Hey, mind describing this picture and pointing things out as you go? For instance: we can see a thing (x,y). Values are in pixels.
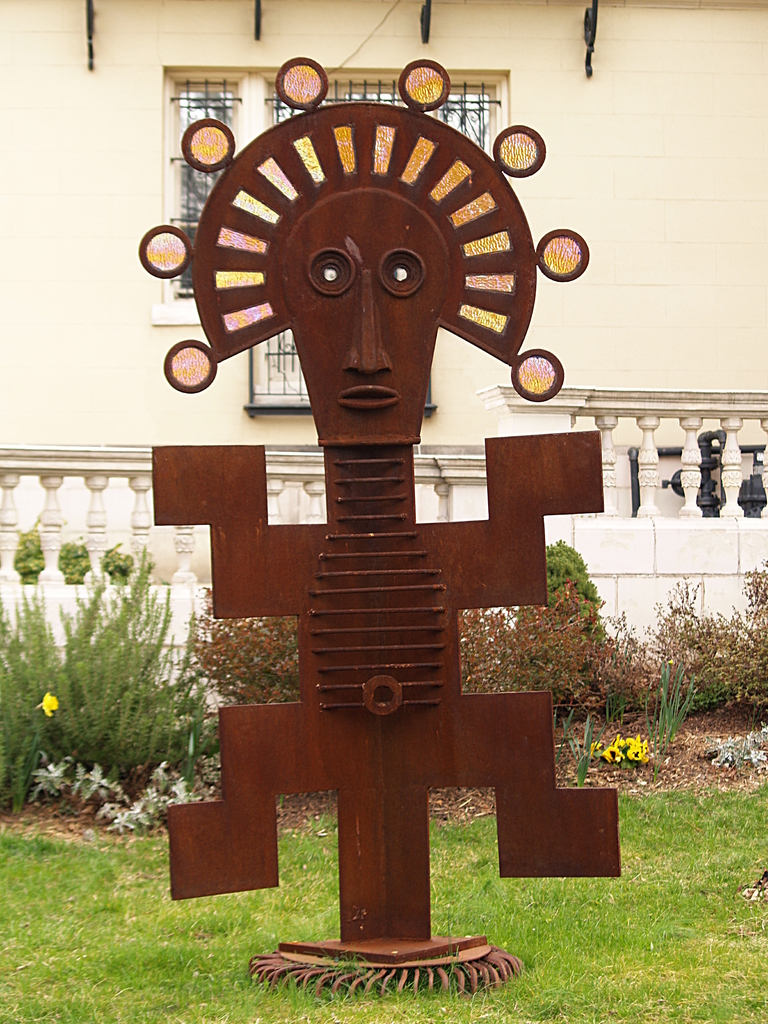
In the image there is a statue (404,521) in the middle of the grassland (451,863) with plants (235,650) behind it in front of fence (651,424) followed by a wall (633,197) behind it with a window (256,90) in the middle (276,371).
